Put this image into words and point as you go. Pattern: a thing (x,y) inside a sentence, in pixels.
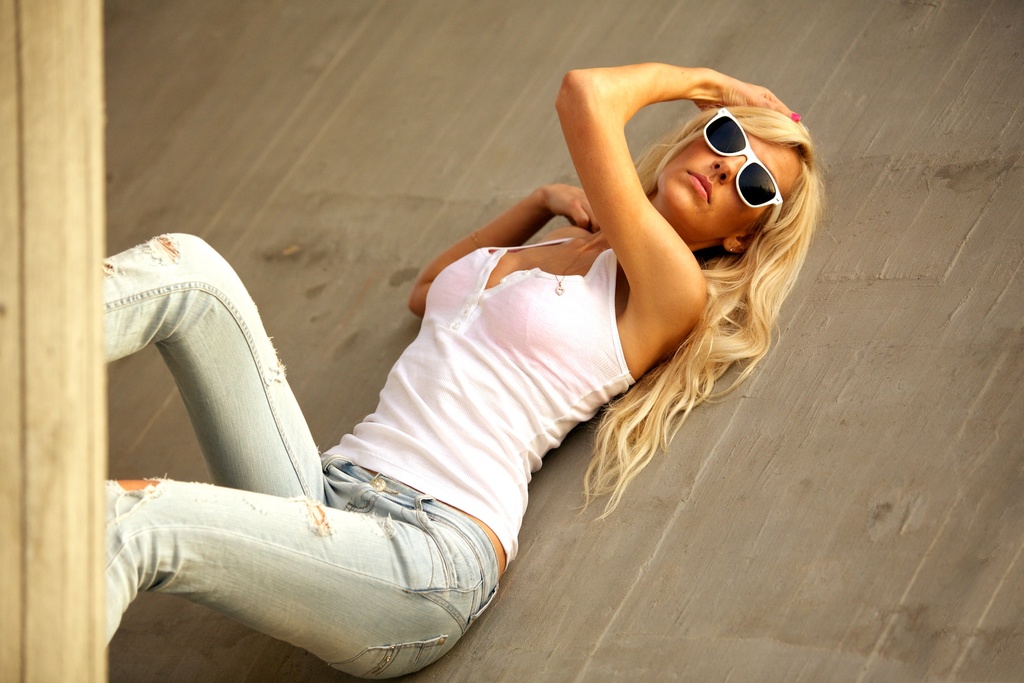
This image consists of a woman (243,482) wearing a white top (444,484) and blue jeans (138,535). On the right (799,367), there is a wall (755,430). On the left (53,434), it looks like a wooden stick (22,440). She is also wearing shades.
